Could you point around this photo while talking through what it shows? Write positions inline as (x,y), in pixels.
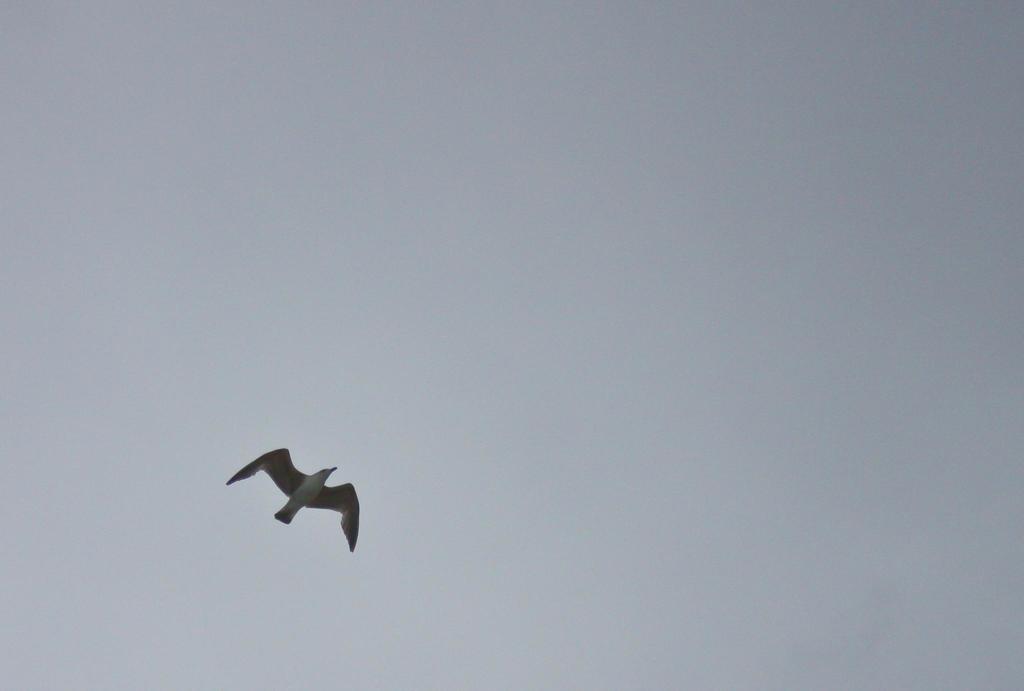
In this image we can see a bird (281,485) flying and in the background (684,287), we can see the sky (674,188).
